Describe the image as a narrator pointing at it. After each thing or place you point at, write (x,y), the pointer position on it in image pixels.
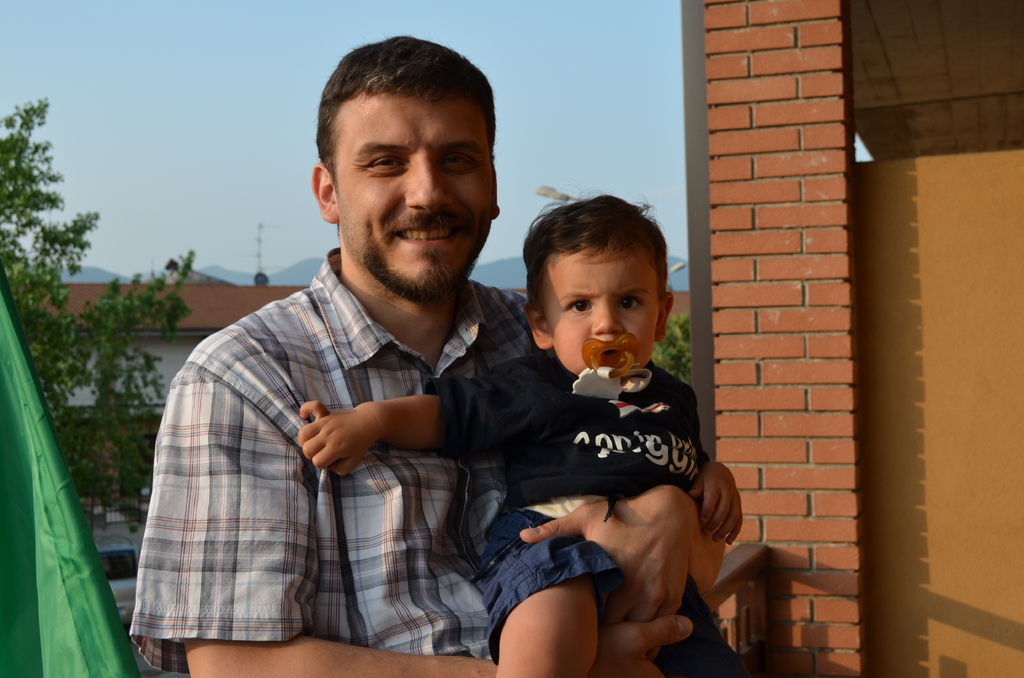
This man (441,267) is smiling and holding a baby (561,339). Background (186,326) there are trees (668,332) and buildings (200,333). This is brick wall (812,304).
